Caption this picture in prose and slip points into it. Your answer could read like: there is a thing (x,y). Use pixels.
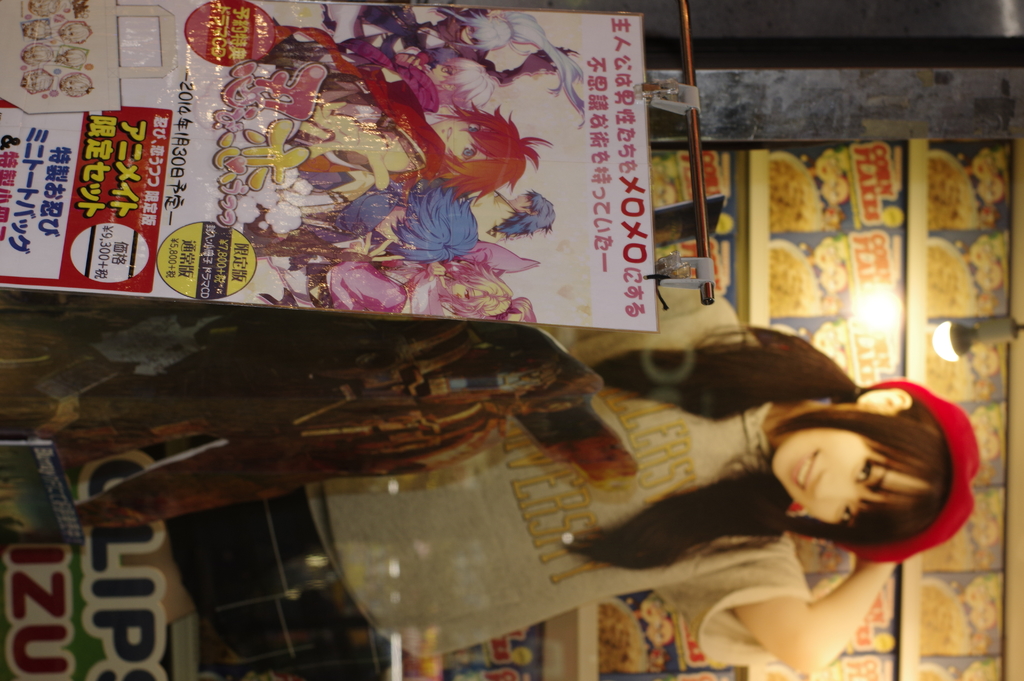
In this image there is a poster (212,181) on that there are cartoon pictures (379,186) and some text (290,91), beside that there is a poster (254,592) of a girl (833,510), on above that there is a light (954,323) in the background (892,211) there is shelf (759,213) in that shelf (964,580) there are packets (902,276).
